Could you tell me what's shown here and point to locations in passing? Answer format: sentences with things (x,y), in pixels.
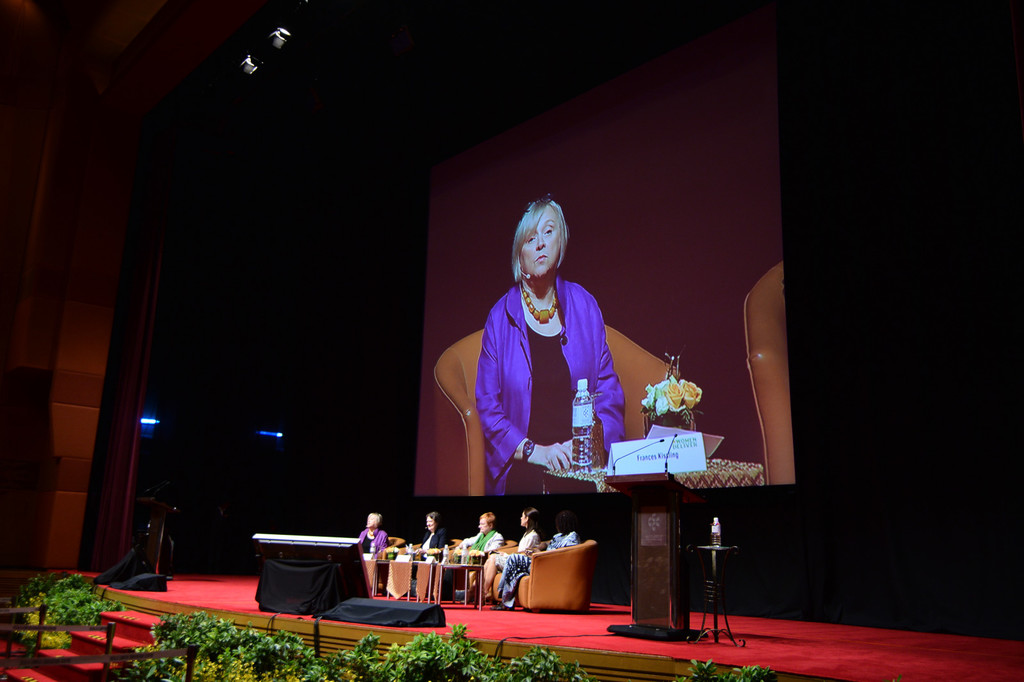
In this image, we can see some people (499,536) sitting on the sofas (405,546), there is a red color carpet (841,663), we can see some green plants (217,636).
